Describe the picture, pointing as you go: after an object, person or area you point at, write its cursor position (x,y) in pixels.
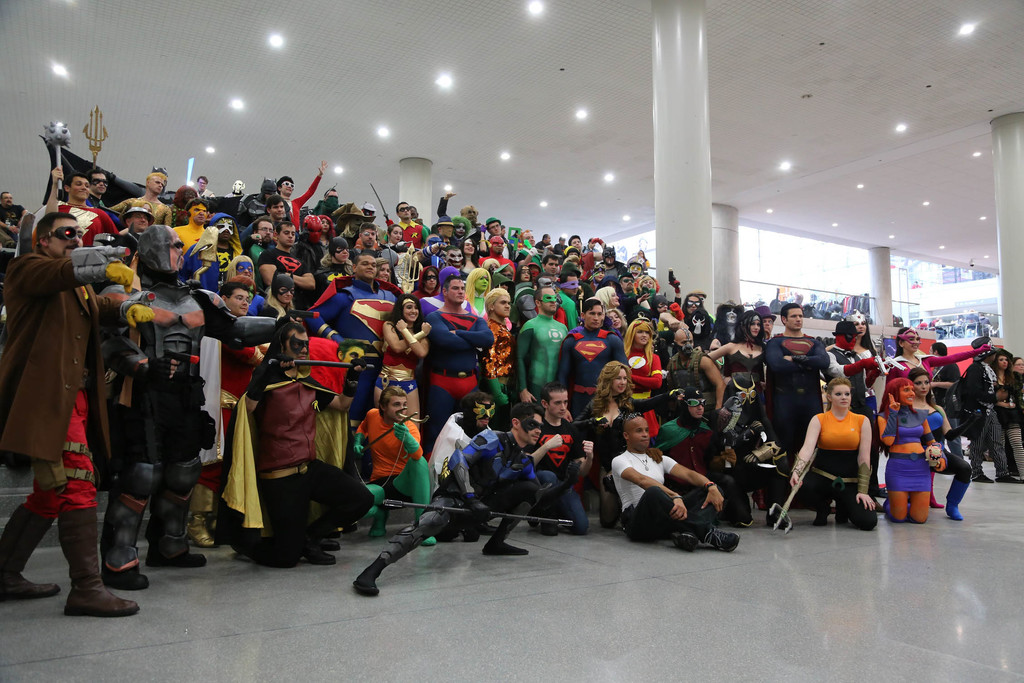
In this image we can see group of persons (298,349) dressed in costumes (185,340) standing on the floor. In the background (440,44) we can see electric lights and grills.
